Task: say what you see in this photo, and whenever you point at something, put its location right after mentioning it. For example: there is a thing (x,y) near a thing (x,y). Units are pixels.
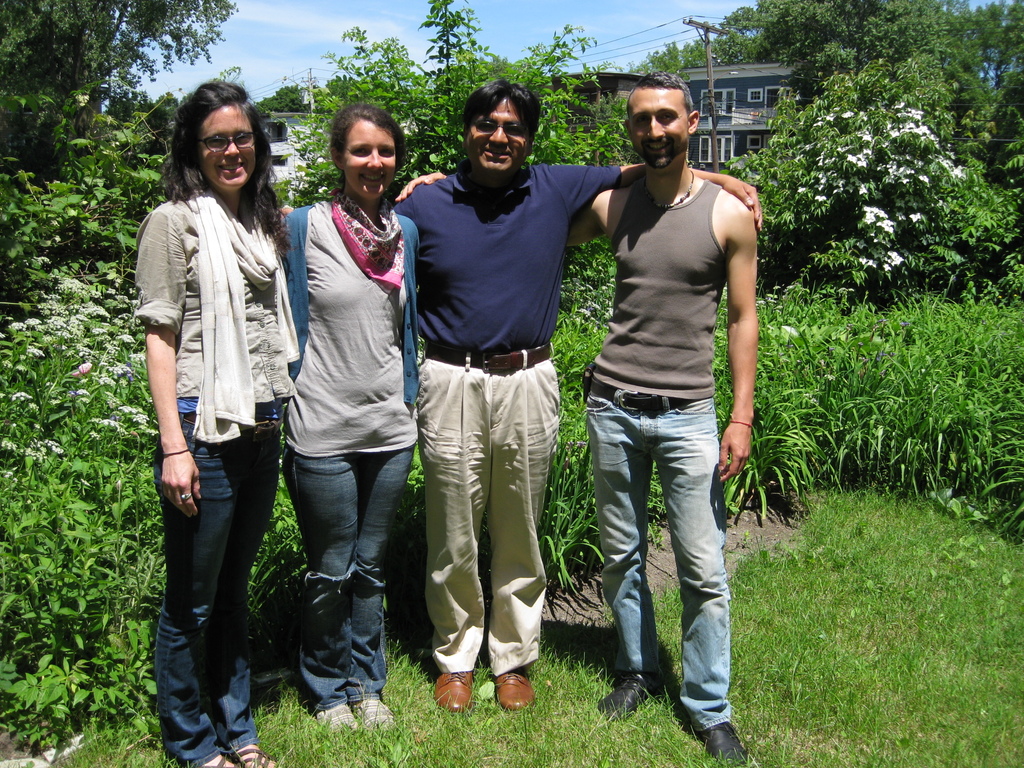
This picture might be taken from outside of the city. In this image, in the middle (623,506), we can see four people (347,451) standing on the grass (999,755). In the background (23,112), we can see some trees (324,90), plants (442,102), electric pole (712,96), electric wires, building (702,79). On the top (611,8), we can see a sky (626,5), at the bottom there is a grass (966,556).
